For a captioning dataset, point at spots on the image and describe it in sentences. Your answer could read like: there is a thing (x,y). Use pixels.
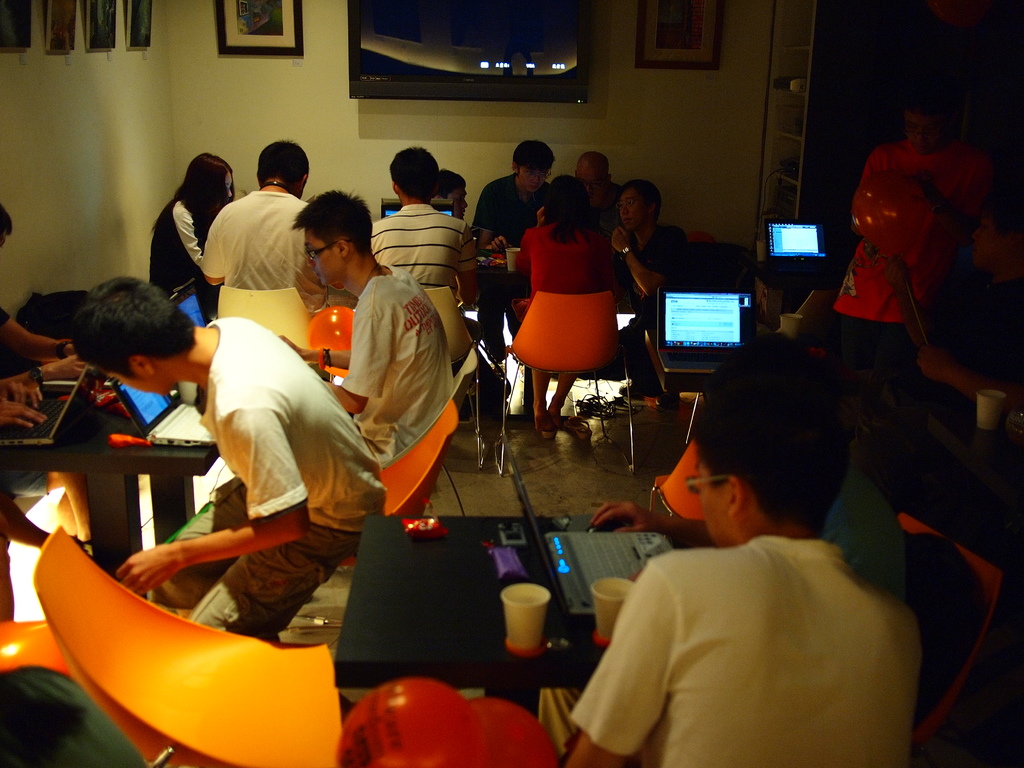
In this image we can see the inside view of a room (571,397), there are tables (568,663), there are objects (706,334) on the tables (496,588), there are a group of persons (747,666) sitting on the chairs (576,327), there are laptops (126,401), there are objects (392,719) towards the bottom of the image (287,712), there is a wall (510,142) towards the top of the image (640,148), there is a screen (480,67) towards the top of the image (439,70), there are photo frames (670,56) towards the top of the image (684,57).
